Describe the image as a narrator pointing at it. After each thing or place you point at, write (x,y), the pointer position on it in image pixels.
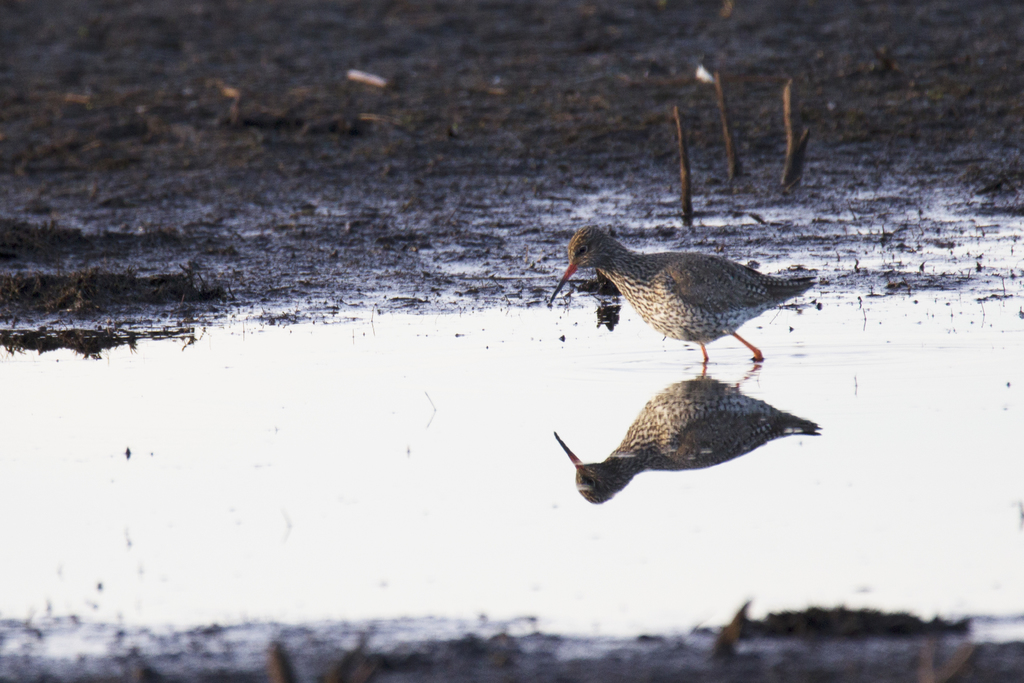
In this picture I can observe bird (636,298) in the middle of the picture (611,280). The bird (670,333) is walking in the water (400,415). In the background (541,125) I can observe an open land (457,167).
